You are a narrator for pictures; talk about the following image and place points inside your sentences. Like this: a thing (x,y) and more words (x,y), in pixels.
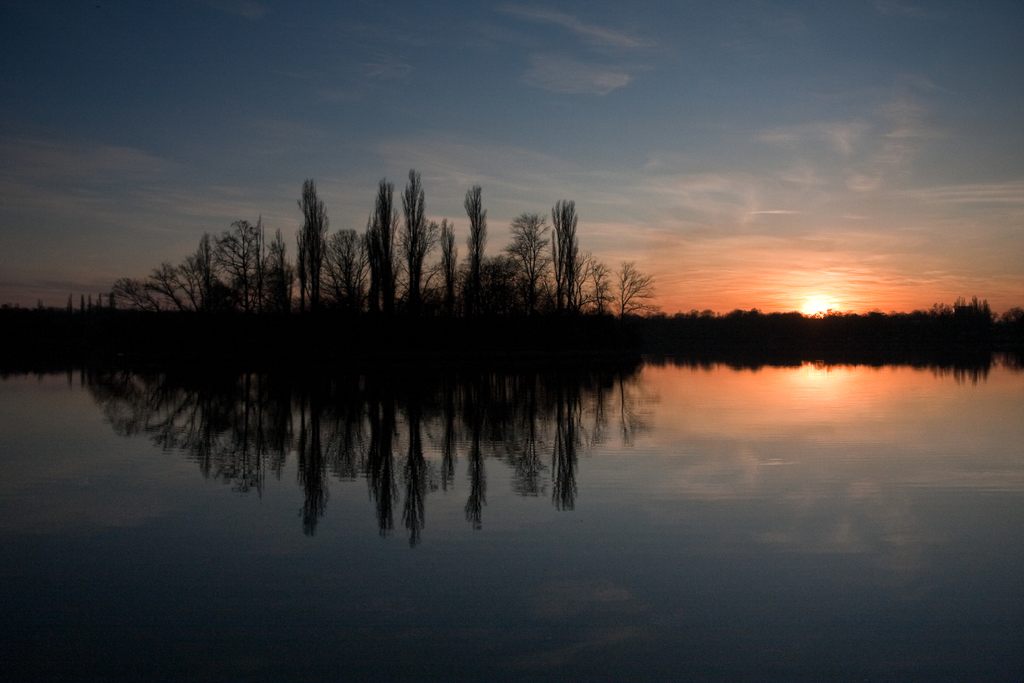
In the foreground of this image (550,550), there is water (601,502) at the bottom (730,456). In the background (645,325), there are trees (645,325), sun (813,298), sky (779,76) and the cloud (560,84).
